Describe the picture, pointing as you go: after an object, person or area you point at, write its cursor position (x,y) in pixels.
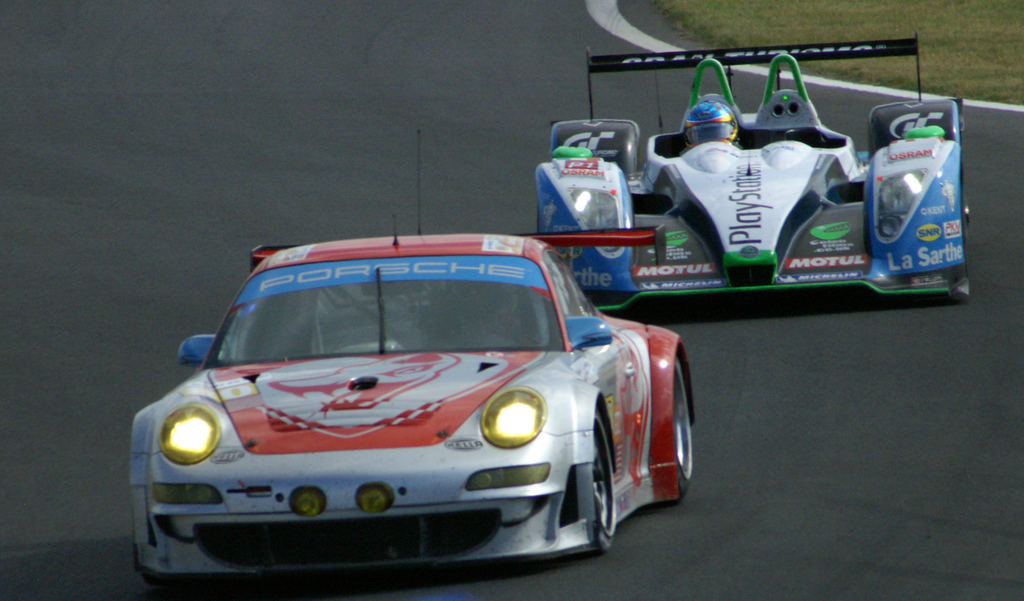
In this image I can see two racing cars (674,347) on the road (855,416). In the top right (876,17) I can see the grass (835,21) on the ground (752,20).
